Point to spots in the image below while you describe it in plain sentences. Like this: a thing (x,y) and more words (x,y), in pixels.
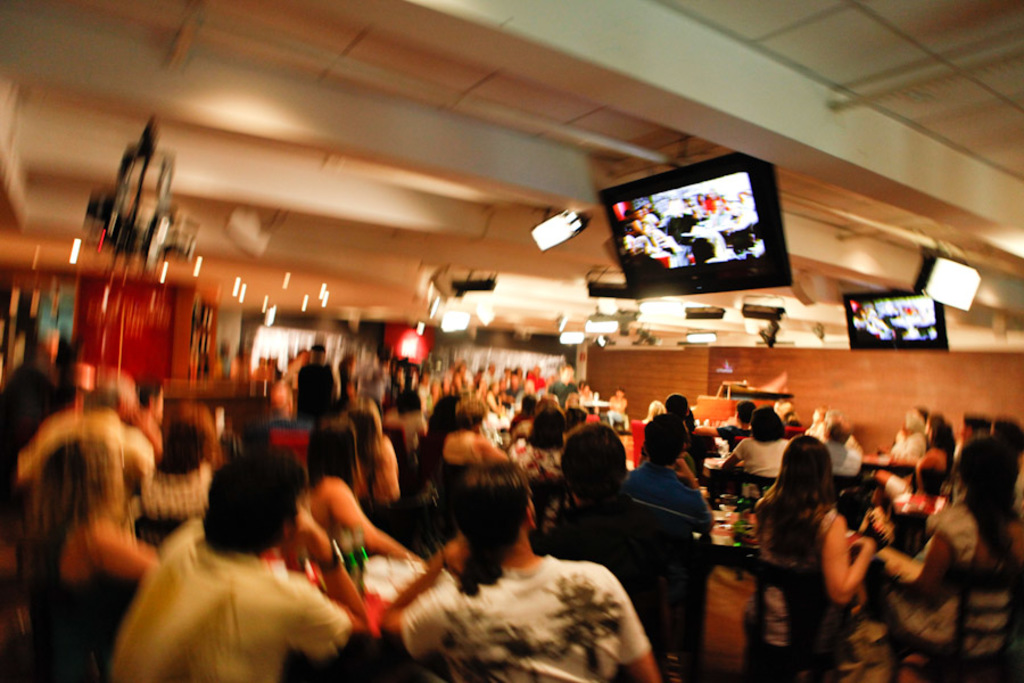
In this image I can see the group of people (586,394) are sitting on the chairs (767,593). I can see few lights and few screens (745,258) are attached to the ceiling (560,157) and the image is blurred.
